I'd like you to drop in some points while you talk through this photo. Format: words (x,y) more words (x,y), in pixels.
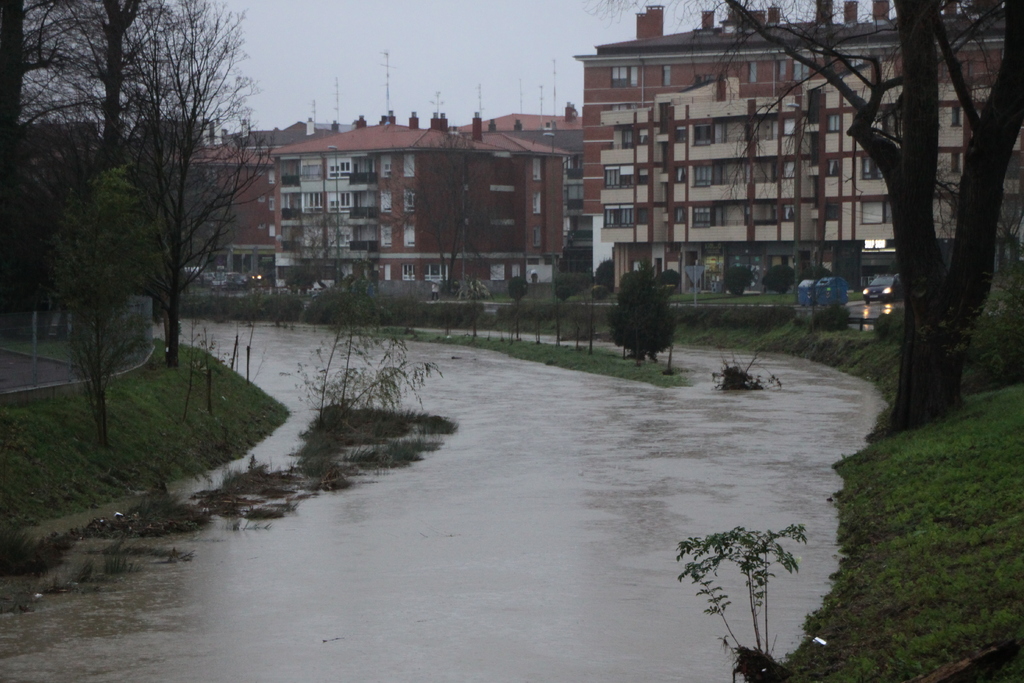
In the image we can see there are many buildings (557,184) and windows (707,208) of the building (694,215). There is grass (125,447), plants (571,319) and trees (635,343). We can see even there is a vehicle (885,297) and these are the headlights (885,289) of the vehicle (886,287). This is a sky (508,31) and water (264,541).
